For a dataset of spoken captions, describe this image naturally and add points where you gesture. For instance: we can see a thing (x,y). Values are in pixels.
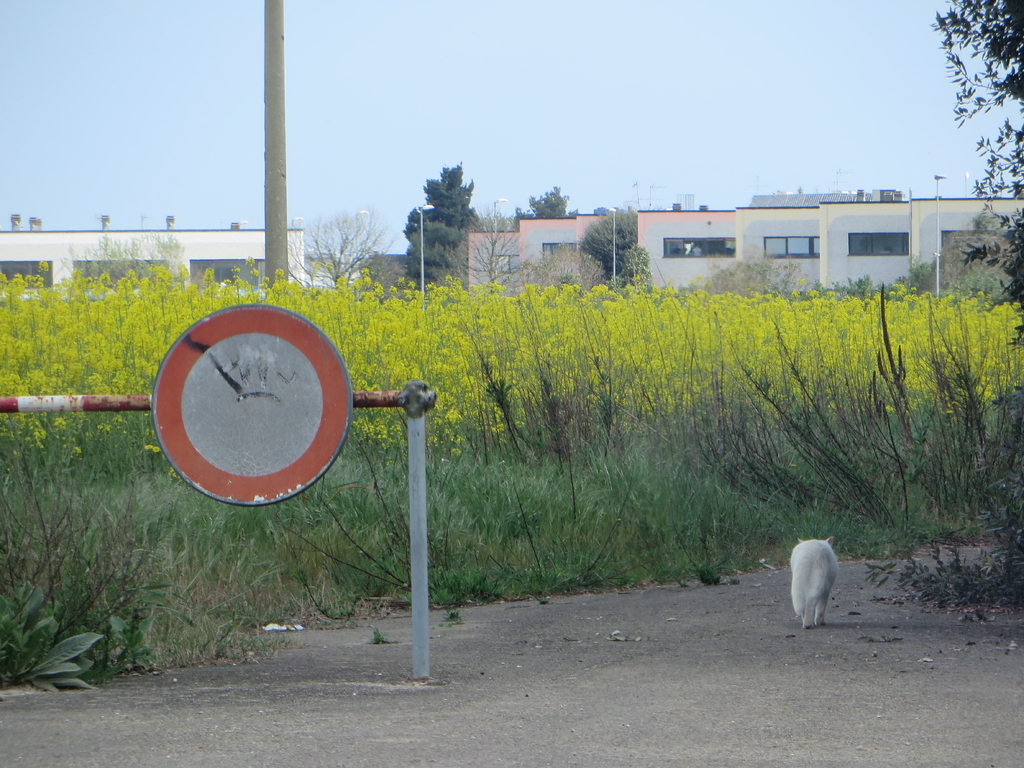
In this image we can see the plants (894,359) and also grass (327,545). There is also an animal (817,573) on the road (815,656). In the background (276,213) we can see a pole (276,226) and also building (846,233) and trees (994,264). At the top (643,44) there is sky (612,13) and on the left (293,428) we can see a crossing gate (391,393).
